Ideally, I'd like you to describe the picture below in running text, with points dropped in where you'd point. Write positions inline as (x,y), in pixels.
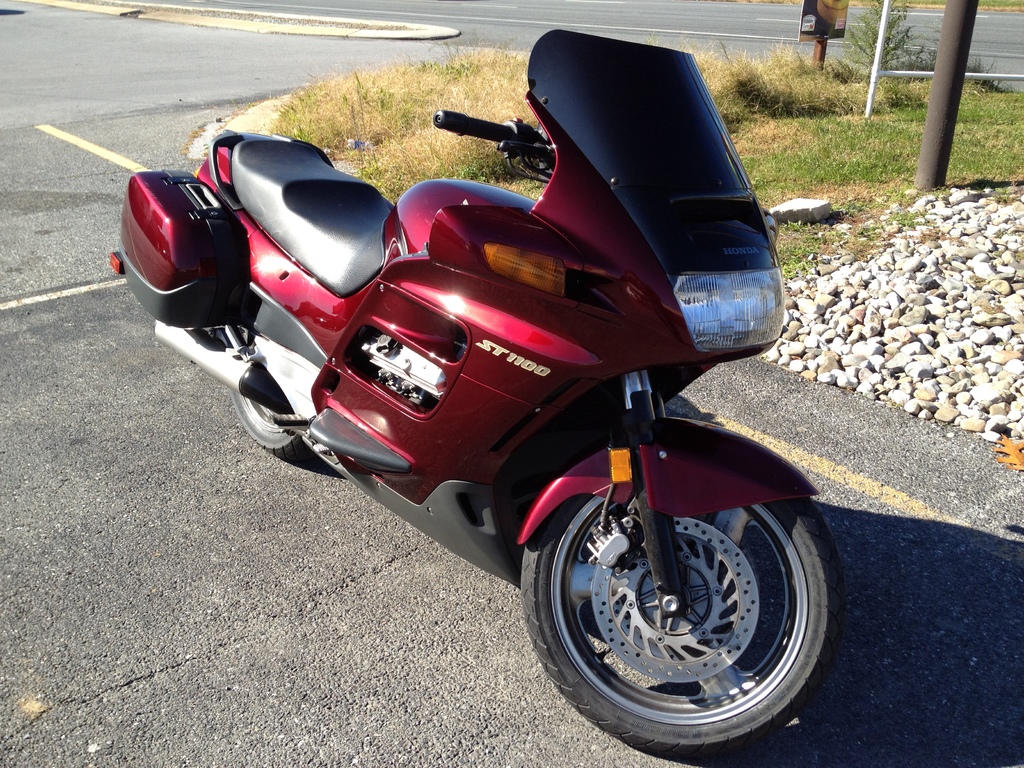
In center of the image (397,467) there is a bike (573,540) on the road (551,719). To the right side of the image (916,312) there are stones (878,250). There is grass (819,123). There are poles (970,20).
